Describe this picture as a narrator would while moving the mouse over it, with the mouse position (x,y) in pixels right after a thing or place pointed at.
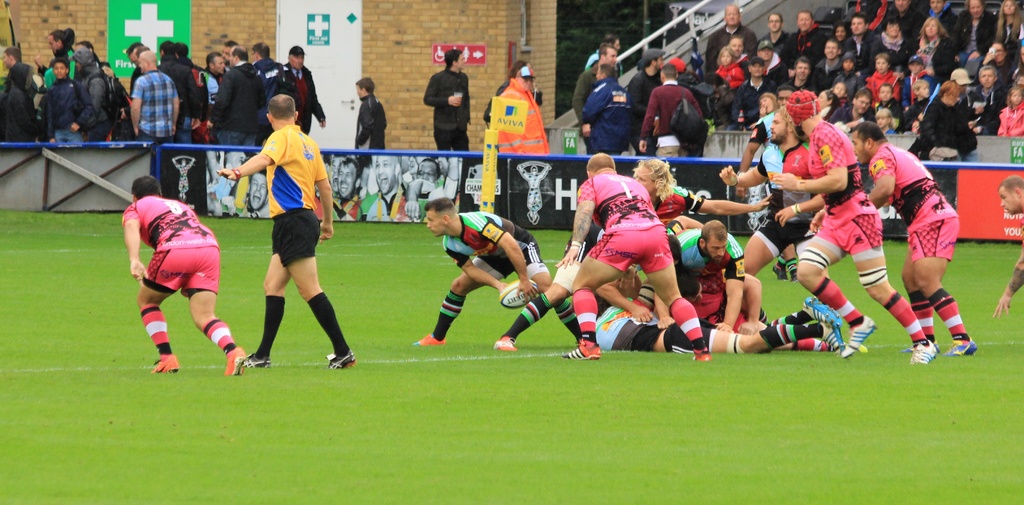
In this image there are few people (558,288) playing in ground (397,283) in which one of them holds a ball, there are few people (864,51) in the stands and few people (156,102) near the stands (631,71), there are posters (188,39) attached to the wall (409,30) and banners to the small fences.
